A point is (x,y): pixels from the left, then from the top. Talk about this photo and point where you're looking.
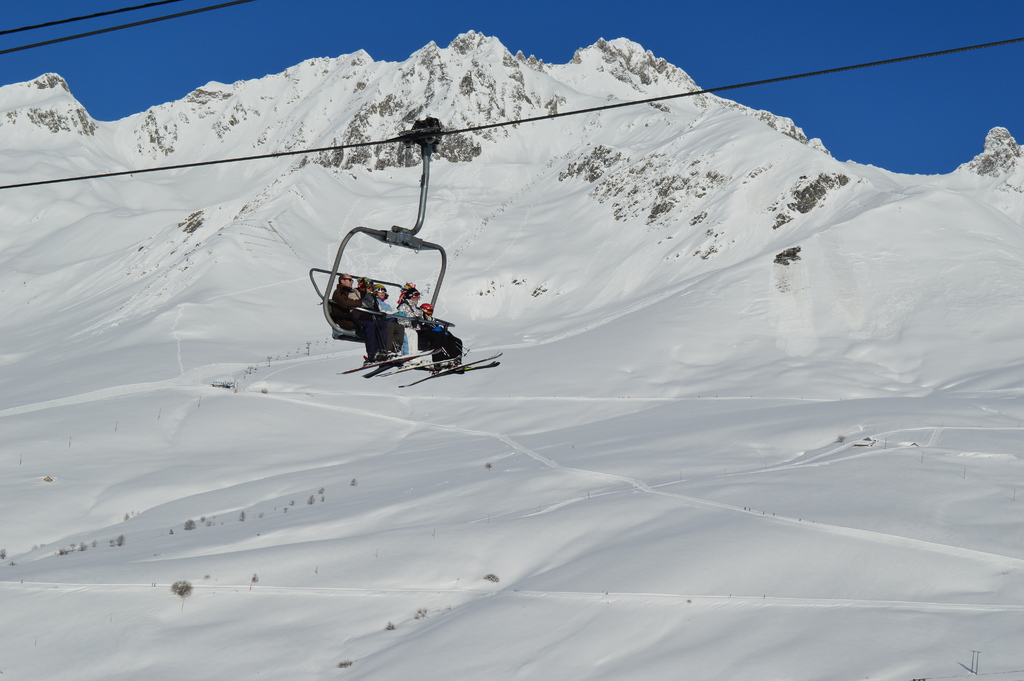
In this image, we can see some persons (418,302) in the Ropeway ride (408,236). There is a sky (459,21) at the top of the image (439,49). There is a mountain (269,456) in the middle of the image (468,316).
